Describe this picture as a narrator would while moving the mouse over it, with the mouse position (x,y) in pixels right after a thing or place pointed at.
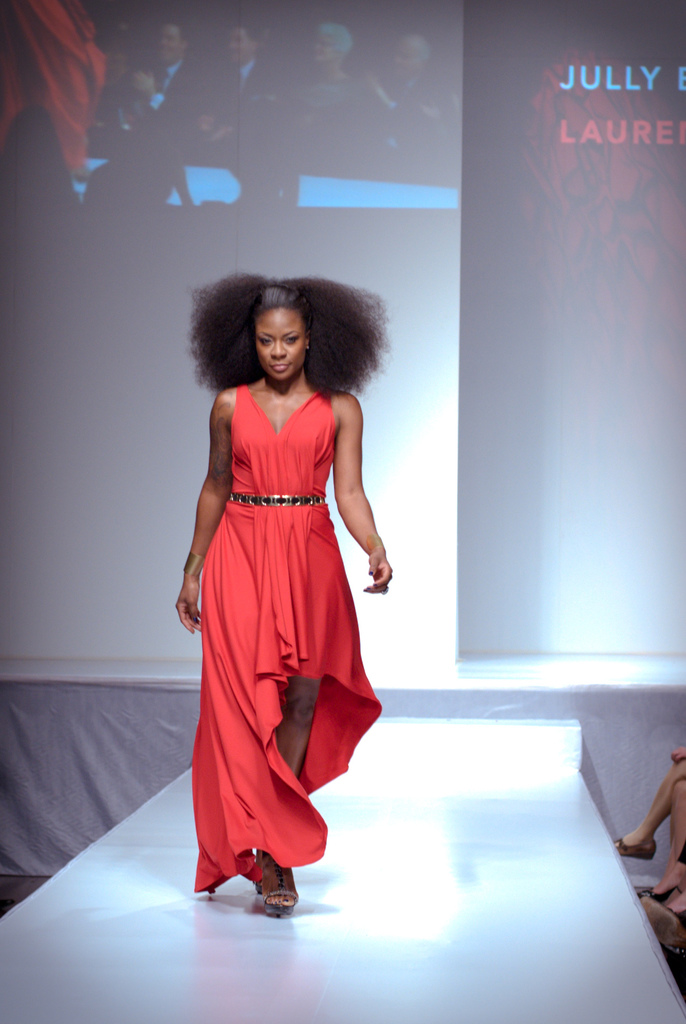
There is one woman (315,625) walking on the ramp (388,818) as we can see in the middle of this image (252,455) and we can see a screen (194,296) in the background (433,396).
